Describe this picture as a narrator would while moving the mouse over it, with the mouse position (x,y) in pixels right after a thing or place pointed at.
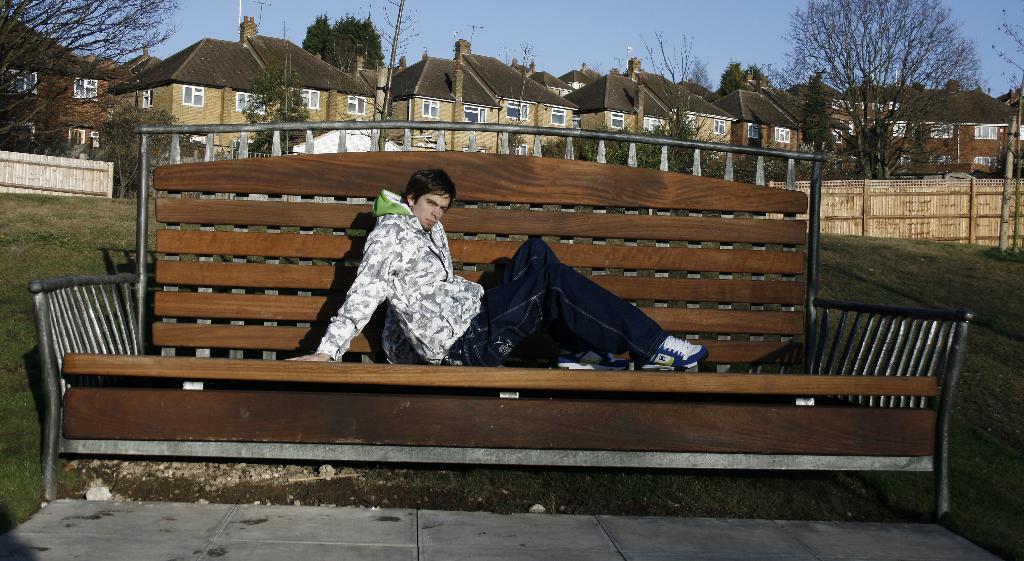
There is one person (476,289) sitting on the bench (134,407) which is on a grassy land (86,225) at the bottom of this image (970,395). There are some trees (33,114) and houses (612,124) in the background (549,98). There is a sky (520,27) at the top of this image (610,29).
